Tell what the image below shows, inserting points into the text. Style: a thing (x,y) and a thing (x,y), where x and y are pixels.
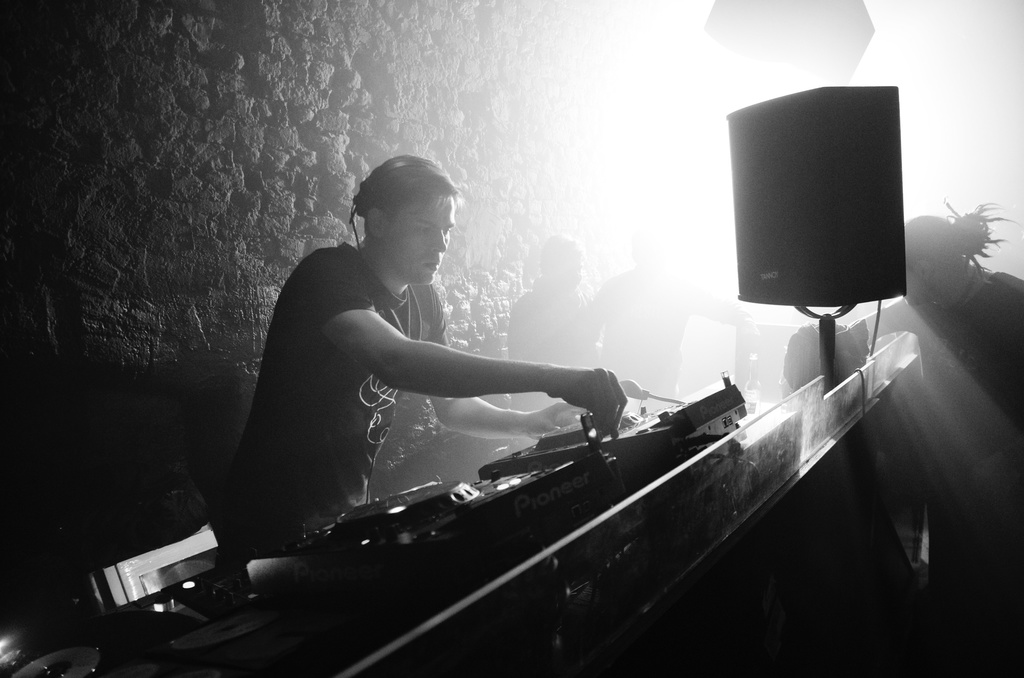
In this picture, we can see black and white image, and we can see a few people (659,307), musical instruments (681,418), and we can see the background (479,97).
